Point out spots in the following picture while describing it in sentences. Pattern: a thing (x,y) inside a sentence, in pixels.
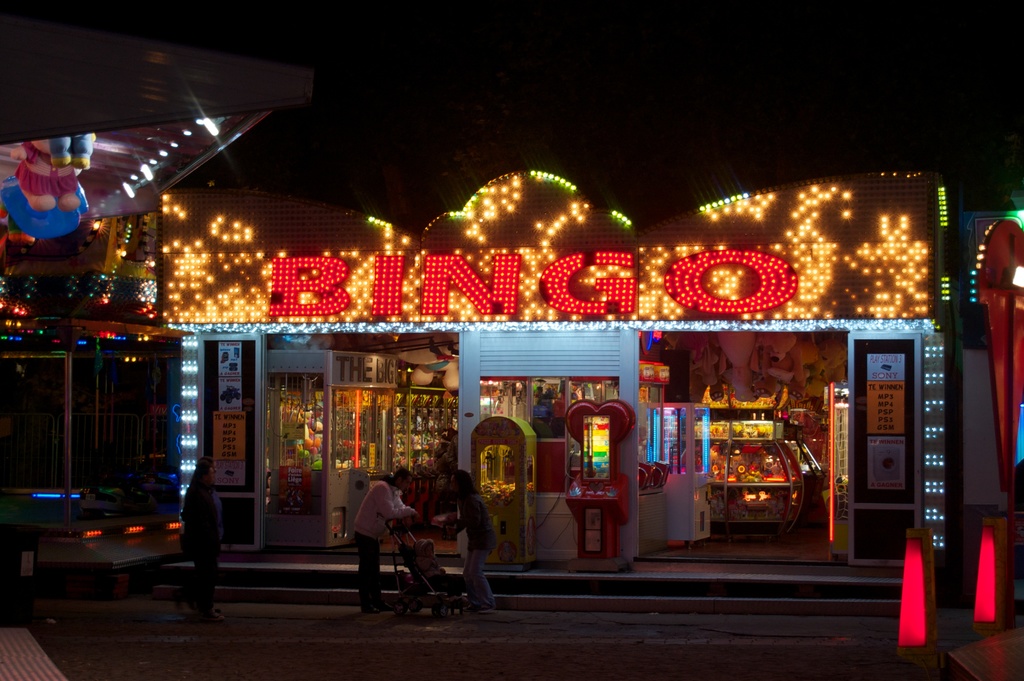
In this image we can see a baby (433,559) in a trolley (405,580) and two persons (366,580) standing beside her. On the backside (614,489) we can see a building (560,504) with a name board (553,321) and stairs (536,580). Inside the building (355,449) we can see some racks (367,433) and containers (687,476). On the left side (97,209) we can see a person (203,465) standing and a roof (187,119) with some ceiling lights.
